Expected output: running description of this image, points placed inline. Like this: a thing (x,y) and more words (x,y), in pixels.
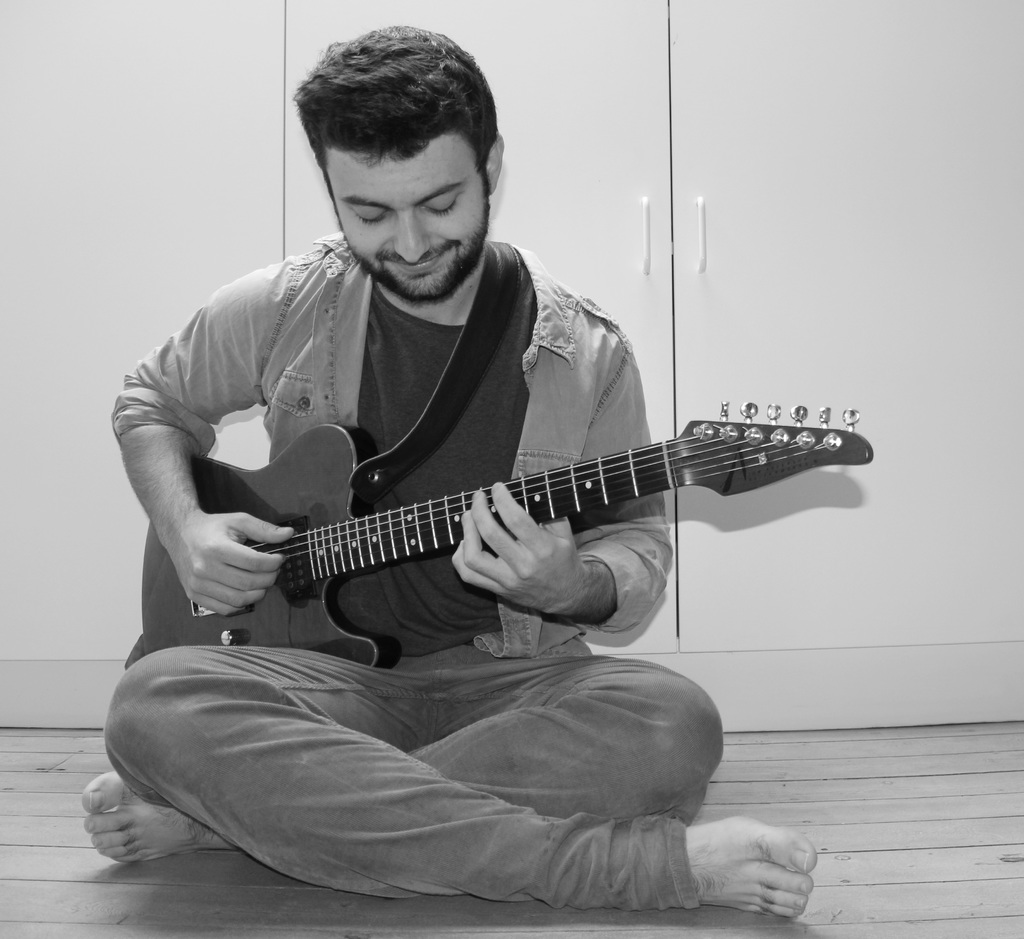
In the image we can see there is a man (280,740) who is sitting and holding guitar (772,438) in his hand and he is smiling. At the back (574,167) there is door (731,159) and the image is in black and white colour.
